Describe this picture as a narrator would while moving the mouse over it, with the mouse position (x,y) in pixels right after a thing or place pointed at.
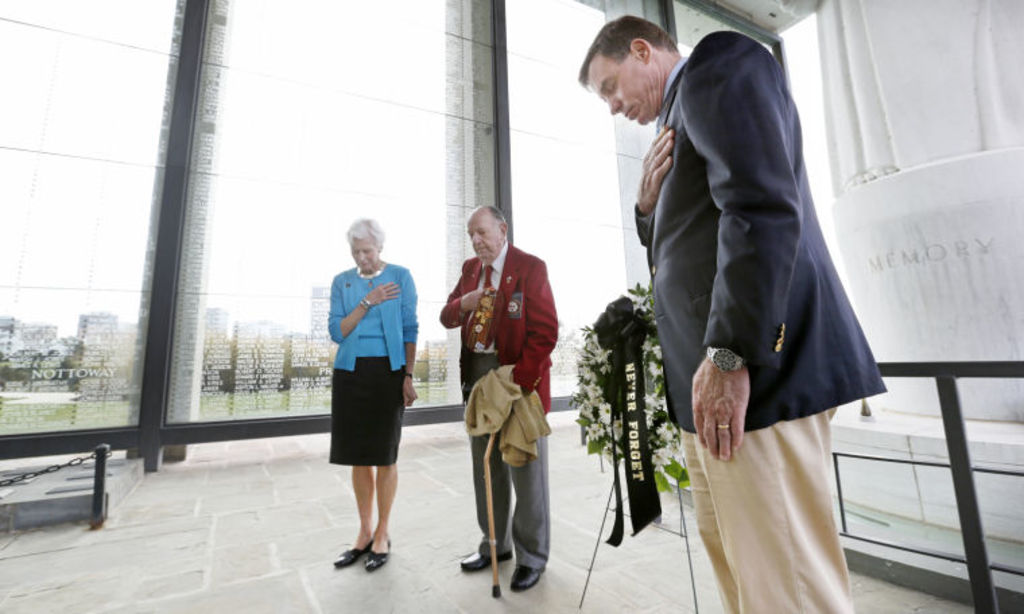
In the center of the image (535,333) we can see persons (668,336) standing on the floor (277,531). In the background (276,272) we can see wreath (642,397), windows (603,130) and wall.
